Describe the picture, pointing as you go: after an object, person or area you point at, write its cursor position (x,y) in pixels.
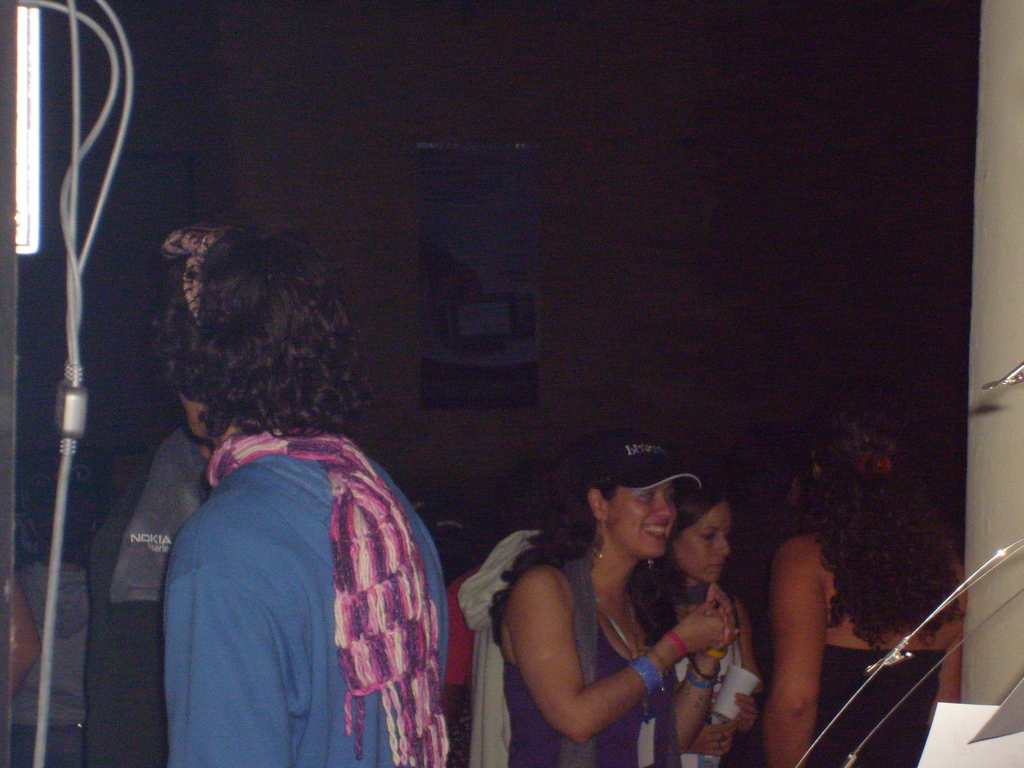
In the center of the image (345,399) there are people (502,707) standing. In the background of the image (382,85) there is wall (329,219).
